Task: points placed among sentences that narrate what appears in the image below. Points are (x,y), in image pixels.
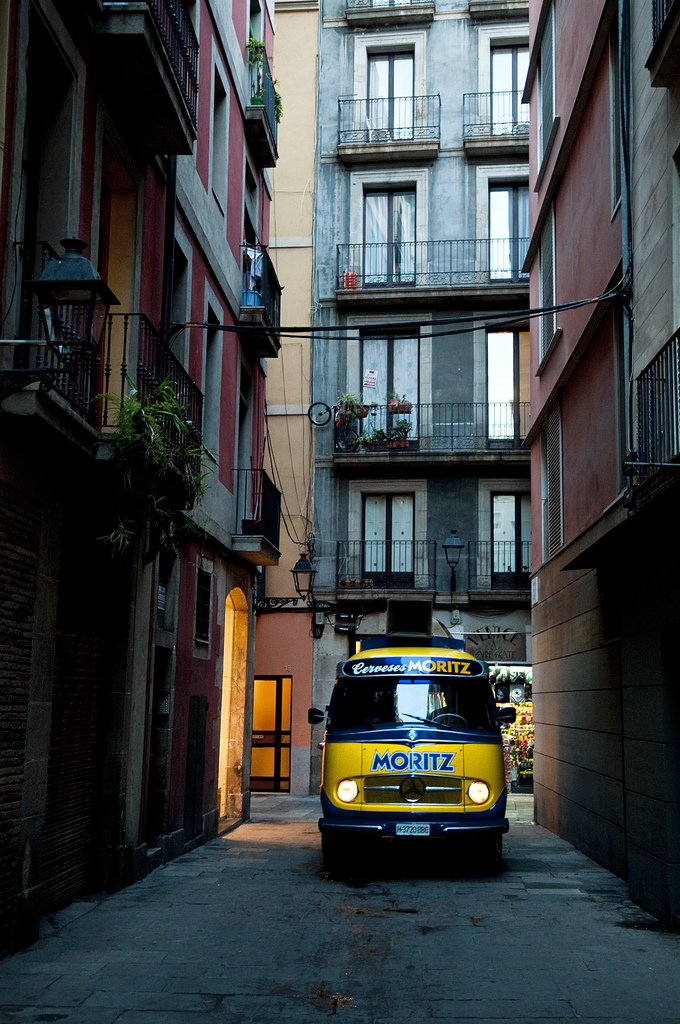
In this image there is a road (283,929). There is a vehicle (487,710). There are buildings (216,538) all around.
